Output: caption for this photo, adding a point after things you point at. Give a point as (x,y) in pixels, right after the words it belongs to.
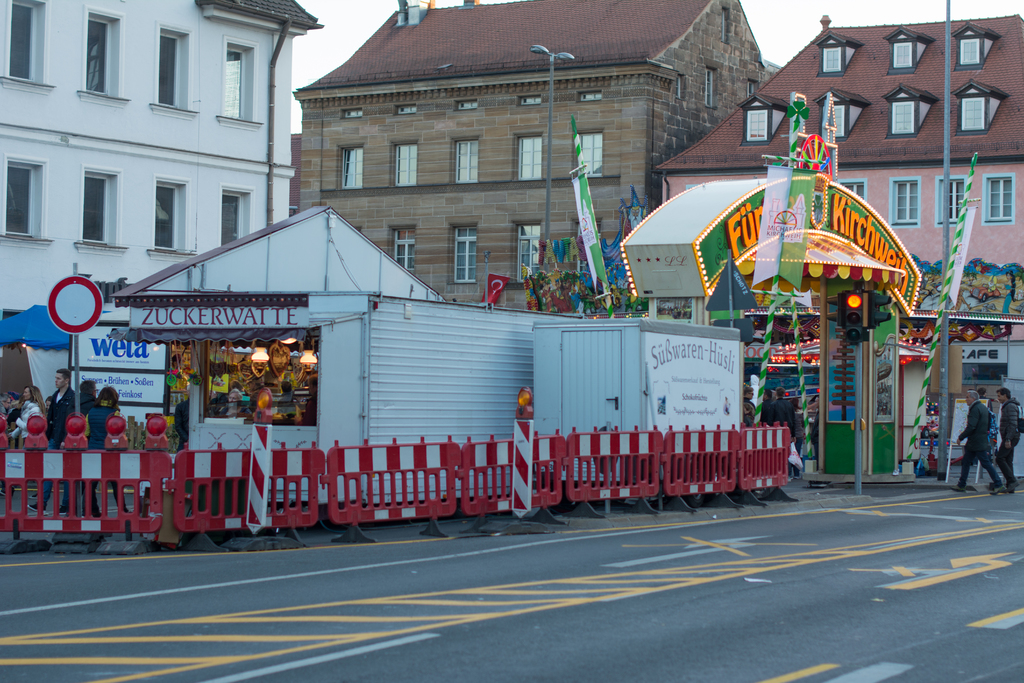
In the image we can see there are many buildings (444,145) and these are the windows (165,221) of the building (166,203). This is a light pole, barrier (402,468), road (639,601), yellow lines (533,602) on the road (486,594), signal pole (872,309) and there are people (988,442) walking, they are wearing clothes (966,464).
